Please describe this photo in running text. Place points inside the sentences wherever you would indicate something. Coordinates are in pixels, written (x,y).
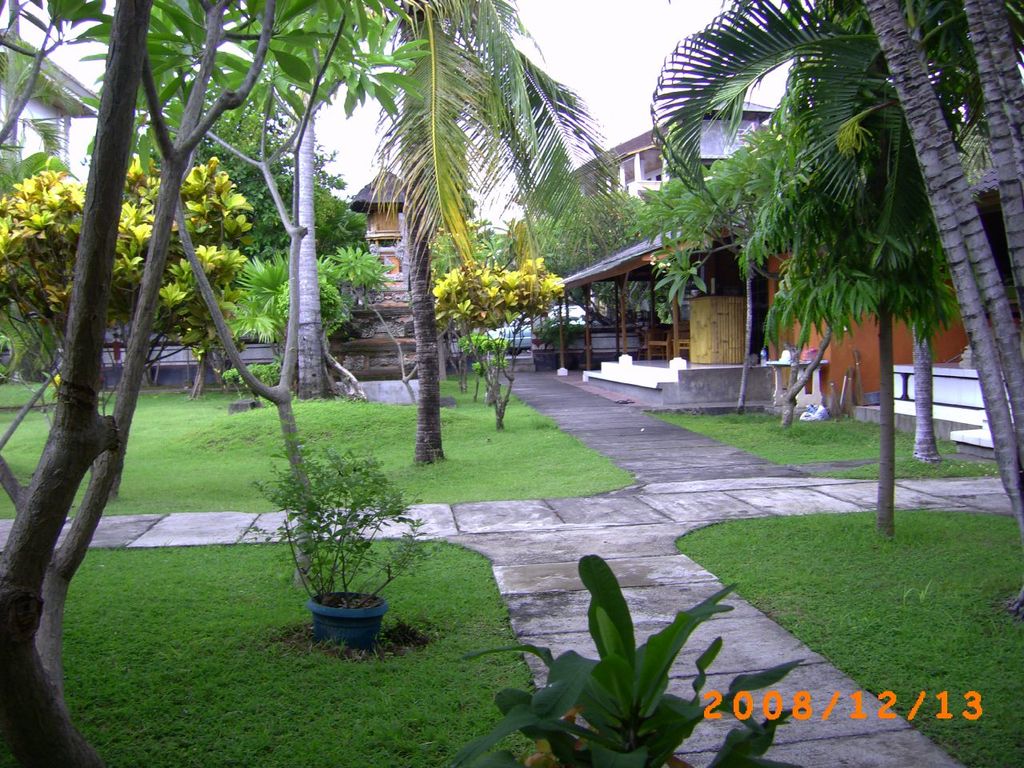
In this image we can see the plants (320,543), trees (328,361) and the grass (688,541). In the background (590,331), we can see the buildings (762,391). At the top (621,2) we can see the sky (668,5). In the bottom right (853,715) we can see the text (853,715).
